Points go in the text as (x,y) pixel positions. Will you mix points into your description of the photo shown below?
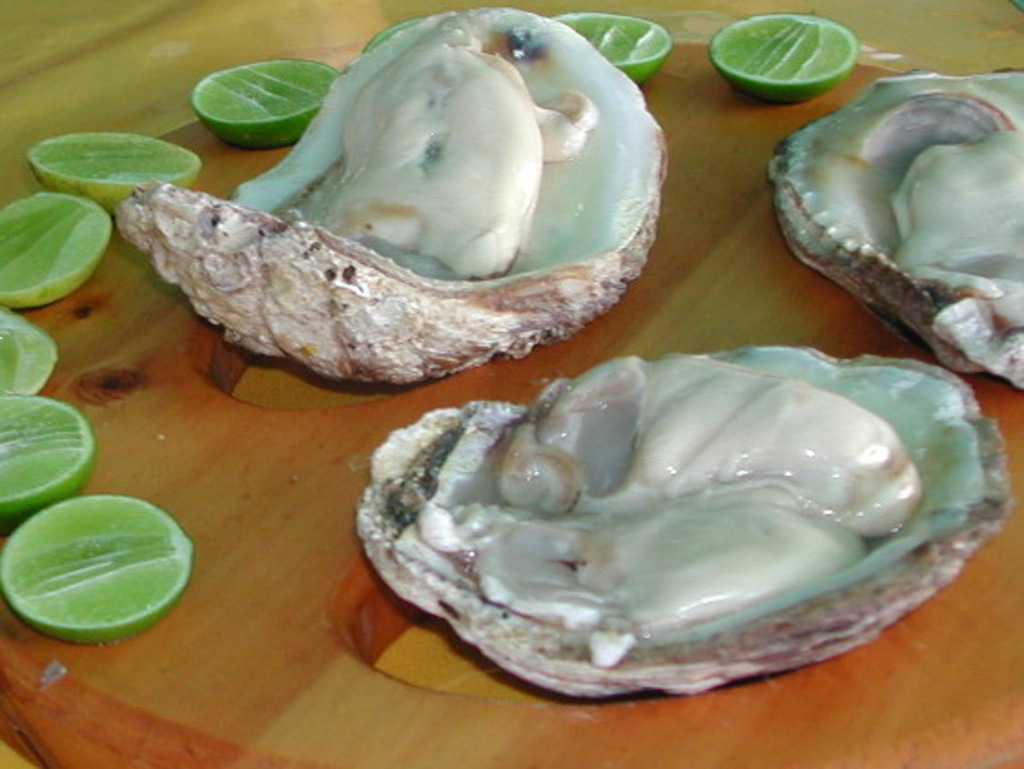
This picture I can see food (530,329) on the table (337,601) and few lemon pieces (68,479).
